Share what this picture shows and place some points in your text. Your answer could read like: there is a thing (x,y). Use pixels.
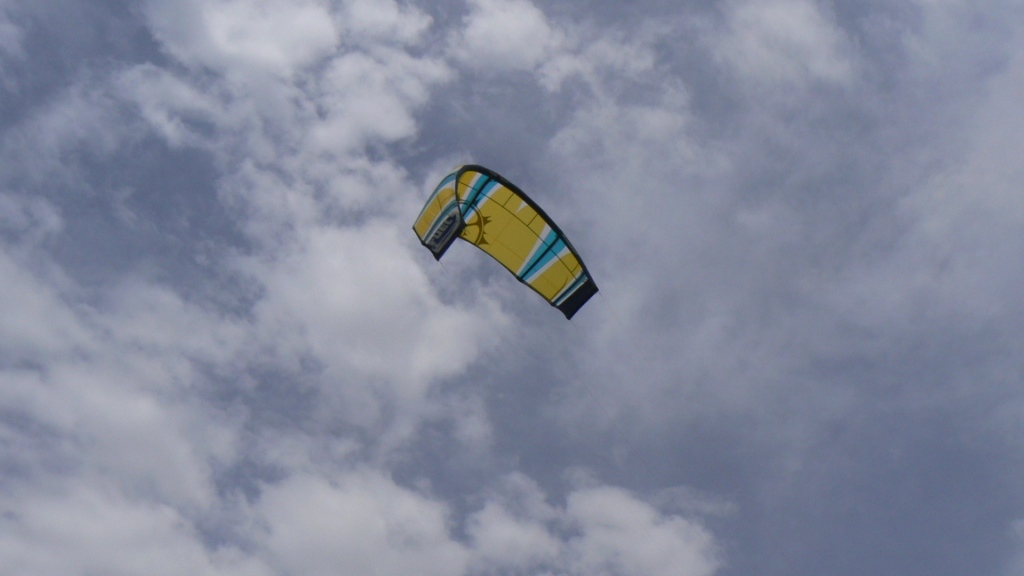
In this picture we can observe a parachute (489,229) which is in yellow and blue color, flying in the air. In the background (241,279) there is a sky (294,144) with some clouds (619,187).
